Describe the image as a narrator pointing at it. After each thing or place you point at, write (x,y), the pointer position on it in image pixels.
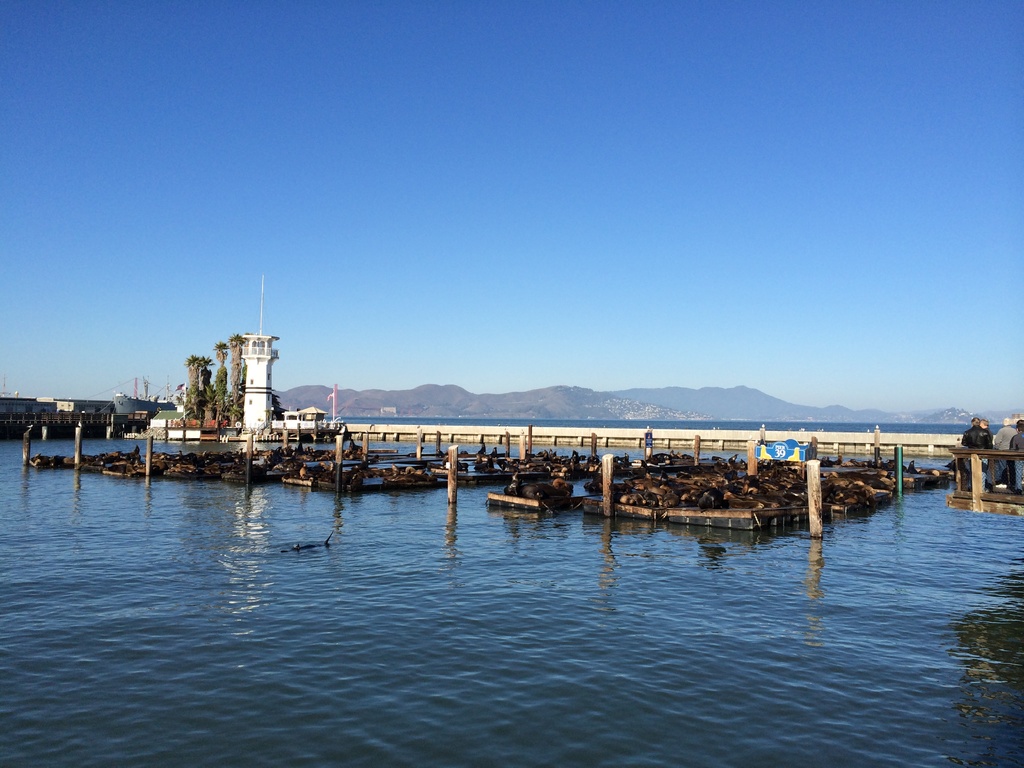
There is a surface of water (582,609) at the bottom of this image (587,659). We can see a bridge (325,426), pillar (261,418) and mountains (746,407) in the middle of this image (537,403) and the sky (392,237) is in the background (634,292).
